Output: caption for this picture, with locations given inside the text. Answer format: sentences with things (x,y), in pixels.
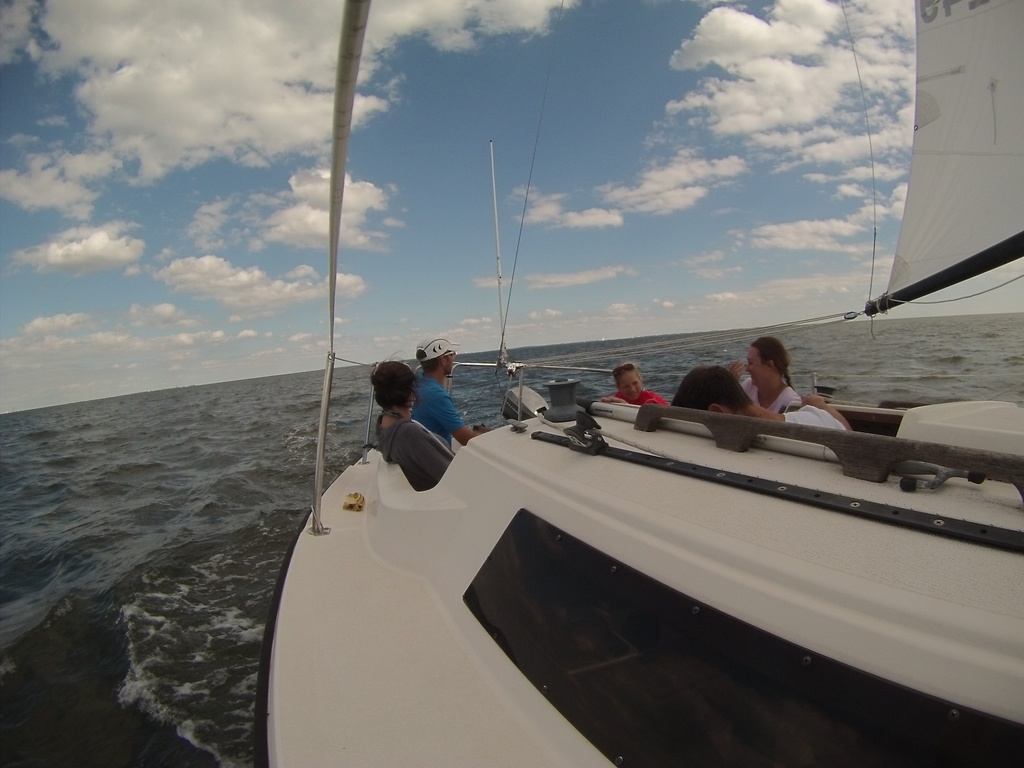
In this picture I can see few people (722,400) sitting in the boat (740,427) and I can see water (309,444) and a blue cloudy sky (510,172).
